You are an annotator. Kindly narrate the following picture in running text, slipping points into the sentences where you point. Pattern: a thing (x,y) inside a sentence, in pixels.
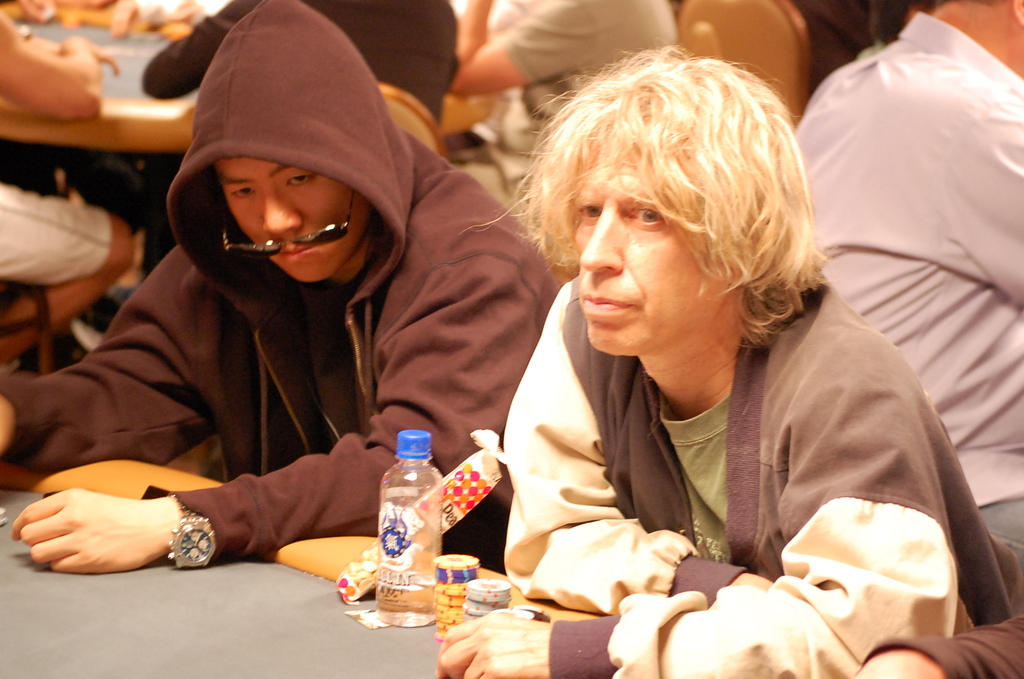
The photo is taken inside a room (857,390). In the left side (250,428) a man (365,253) is sitting wearing a maroon jacket (334,110) beside him another man (676,421) wearing a jacket (767,456) and having white hair (735,236). In front of them there is a table (161,628) on the table (121,646) there is a bottle (418,522), two small stacks of chips (489,601) and a packet (371,563) is there. In the background (75,34) many people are sitting.
